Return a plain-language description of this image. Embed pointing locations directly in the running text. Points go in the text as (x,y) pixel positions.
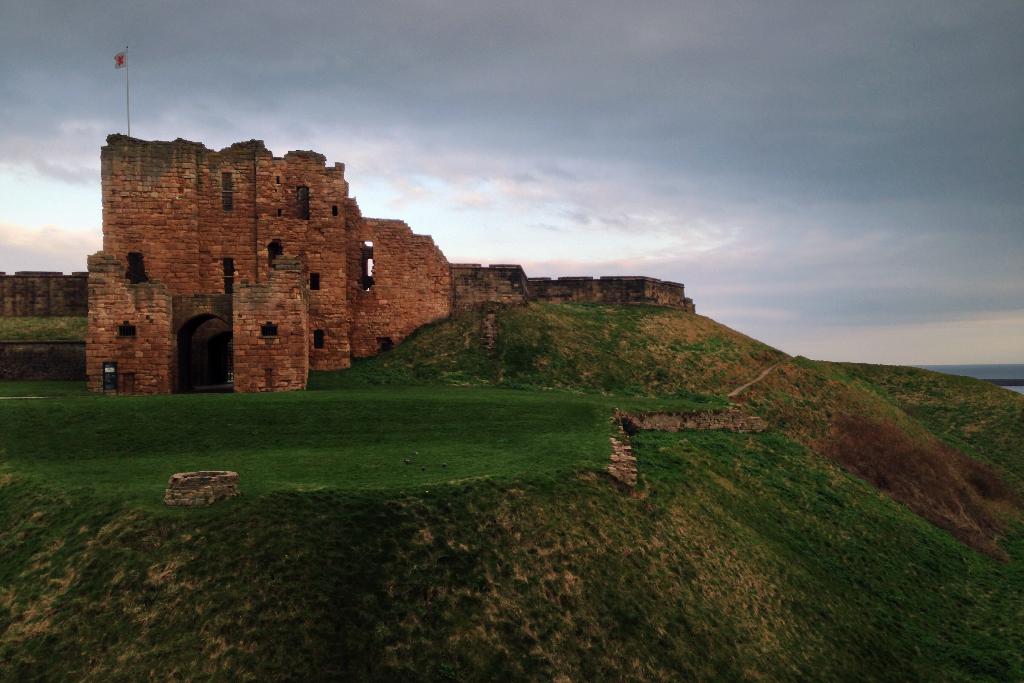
In this image there is a fort (257,299) on a hill (242,465). There is grass (490,426) on the hill (247,443). On the top of the fort (126,191) there is a flag (123,64) to the pole (128,125). At the top (454,83) there is the sky (439,87).
